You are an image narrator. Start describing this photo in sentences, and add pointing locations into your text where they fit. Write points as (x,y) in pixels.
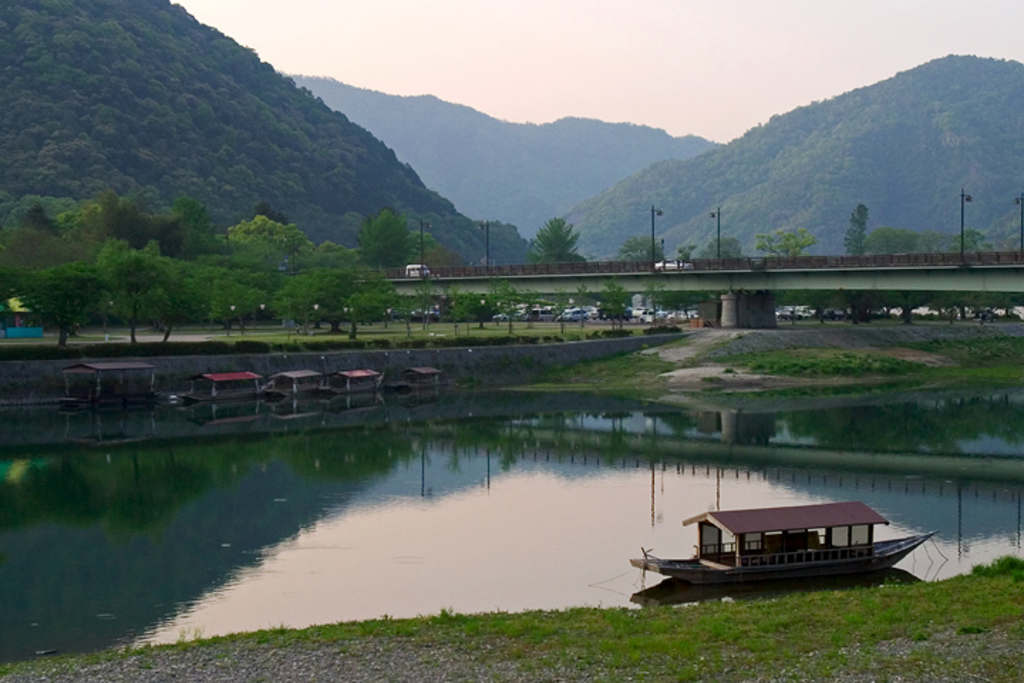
In this image at the bottom (345,507) there is one pond (493,564) in that pond (986,509) there is one boat (764,567), and at the bottom (684,634) there is grass (875,634) in the background (968,312) there are some vehicles (791,311), trees (489,311) and in the center (457,276) there is one bridge (759,264) and some poles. In the background (591,155) there are some mountains (577,128) and at the top of the image (684,40) there is sky (525,42).
